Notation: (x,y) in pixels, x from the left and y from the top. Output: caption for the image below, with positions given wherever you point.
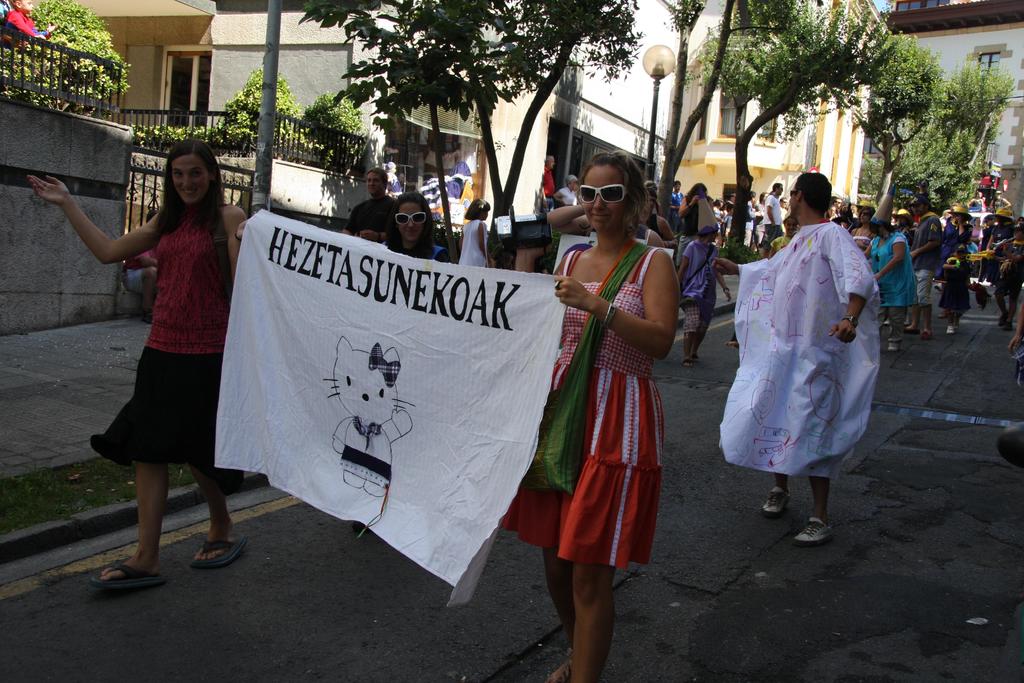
In this image I can see number of people (19,3) are standing in the front (156,289). In the front (541,288) I can see two women (181,330) are holding a white colour banner (369,322). On this banner (313,258) I can see something is written. In the background (478,92) I can see number of trees (929,118), a street light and few buildings (644,40).
